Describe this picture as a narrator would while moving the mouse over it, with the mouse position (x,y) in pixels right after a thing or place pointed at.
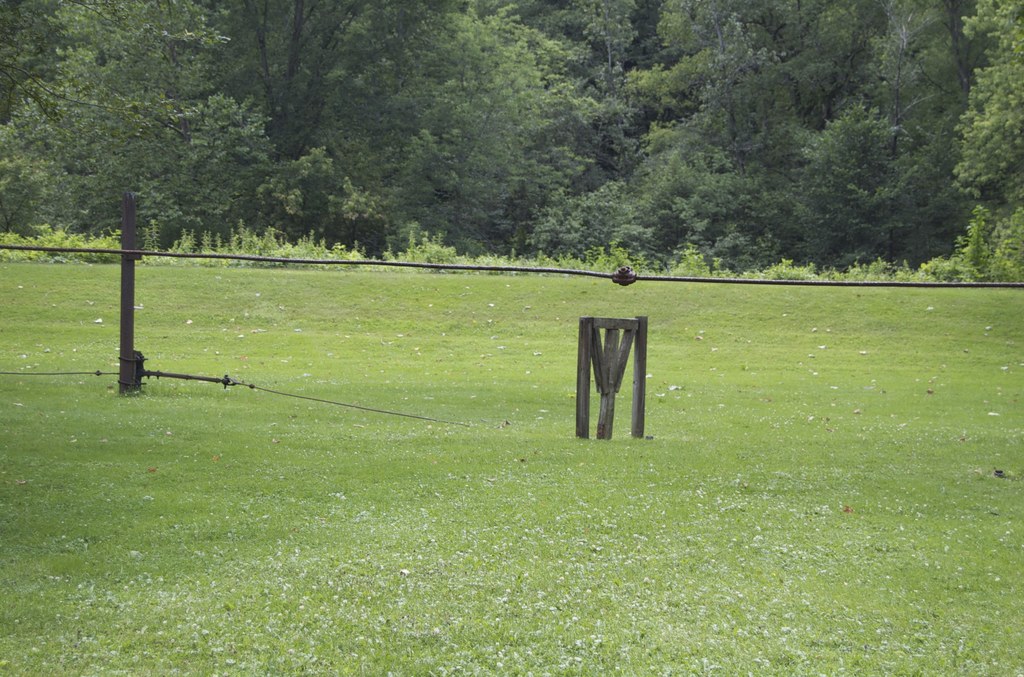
In this image, I can see the grass (663,343) and the plants (268,246). This looks like a wooden object (645,364). I can see a pole (127,222) with the wires (165,255). These are the trees (370,156) with branches (692,102) and leaves (849,140).
